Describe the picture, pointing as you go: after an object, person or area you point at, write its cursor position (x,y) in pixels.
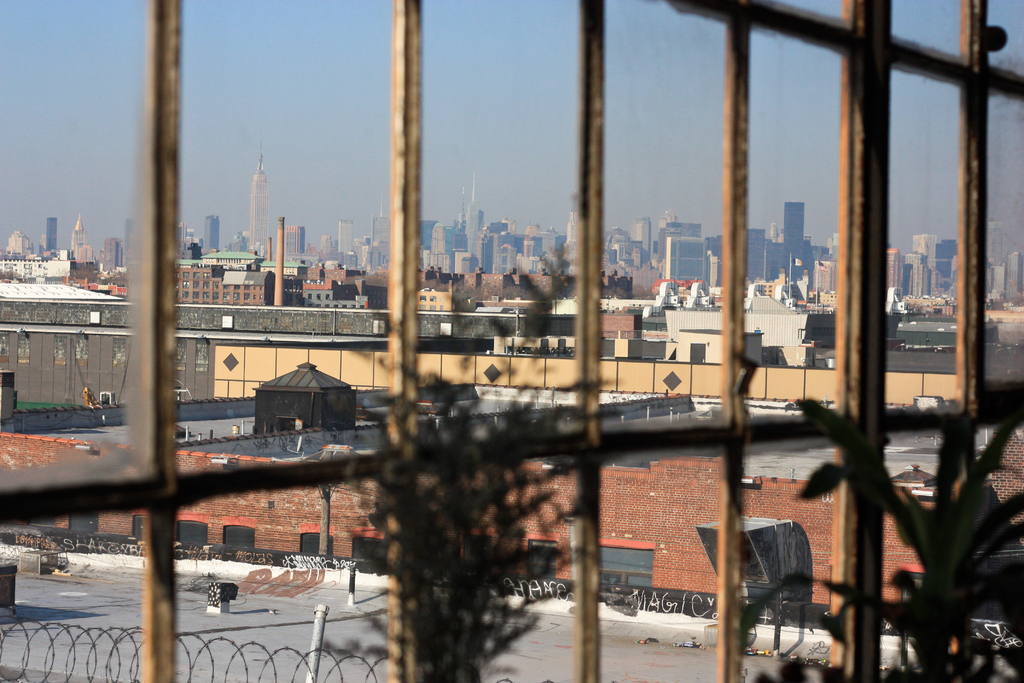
In this picture we can see buildings (365,333), plants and some objects (539,348) and we can see sky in the background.
